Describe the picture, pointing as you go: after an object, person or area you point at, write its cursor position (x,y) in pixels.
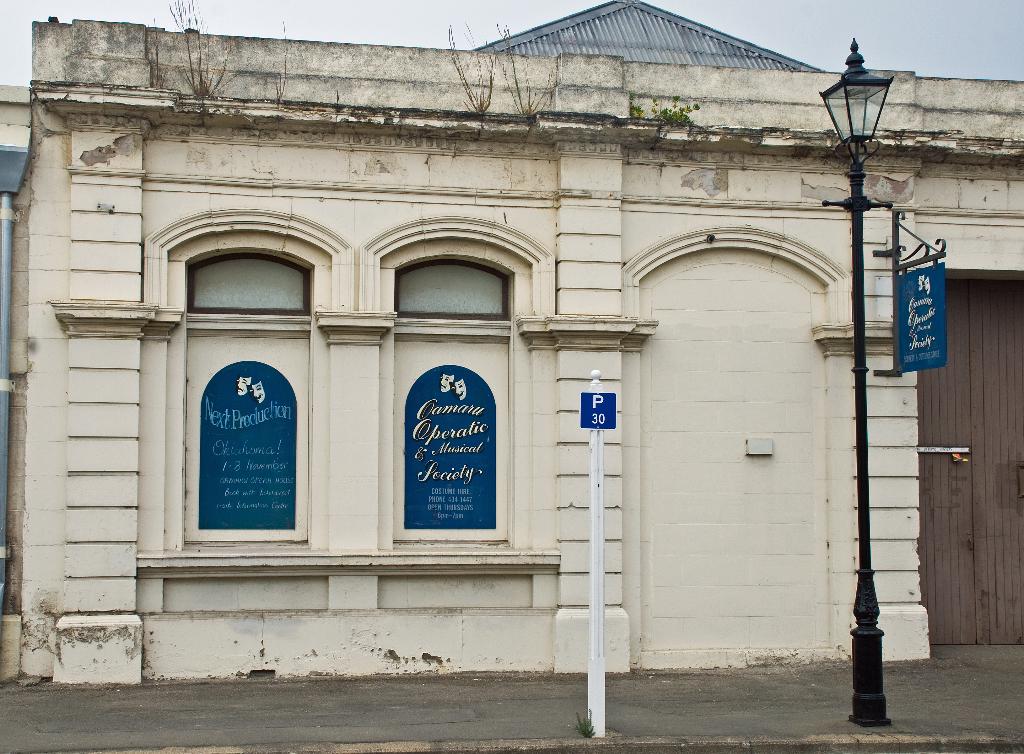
In this picture there is a building (477,137), street light (874,206), poster (934,314) and white color pole (604,606) in front of the door (772,512). Here we can see two windows (267,414). On the top (458,30) there is a sky (956,38). On the left (1,394) there is a pipe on the wall (22,200).
